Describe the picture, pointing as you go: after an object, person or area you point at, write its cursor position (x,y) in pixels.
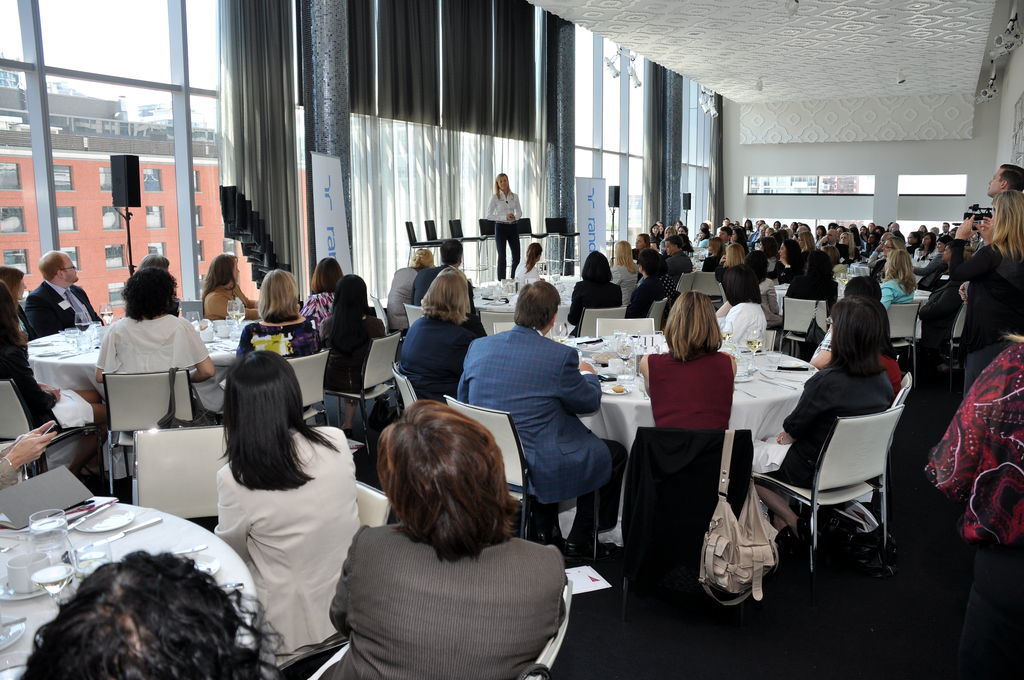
Here we can see that a group of people (176,338) are sitting on the chair (111,386), and in front a person (501,216) is standing, and here is the curtains (406,111), and here is the glass (22,123), and here is the building (102,218).
